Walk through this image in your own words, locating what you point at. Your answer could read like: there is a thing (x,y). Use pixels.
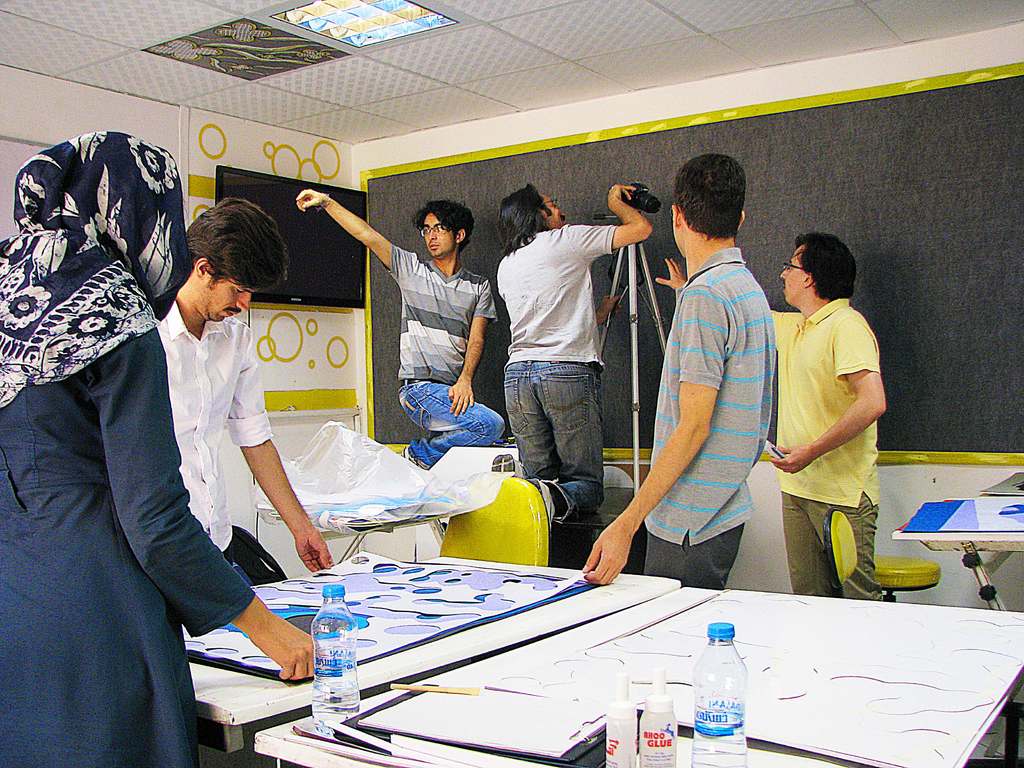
On the left side (73,216), there is a woman (153,649), holding a chart (300,603) which is on the white color table (444,651) and standing. Beside this table (293,689), there are bottles (336,631), a chart (636,632) and books (449,714) on another table (893,724). In the background (858,406), there are persons (866,395) working, there is a black color board (756,124), a monitor (277,189) attached to the wall (200,143) and there is a light (331,36) attached to the roof (473,42).
